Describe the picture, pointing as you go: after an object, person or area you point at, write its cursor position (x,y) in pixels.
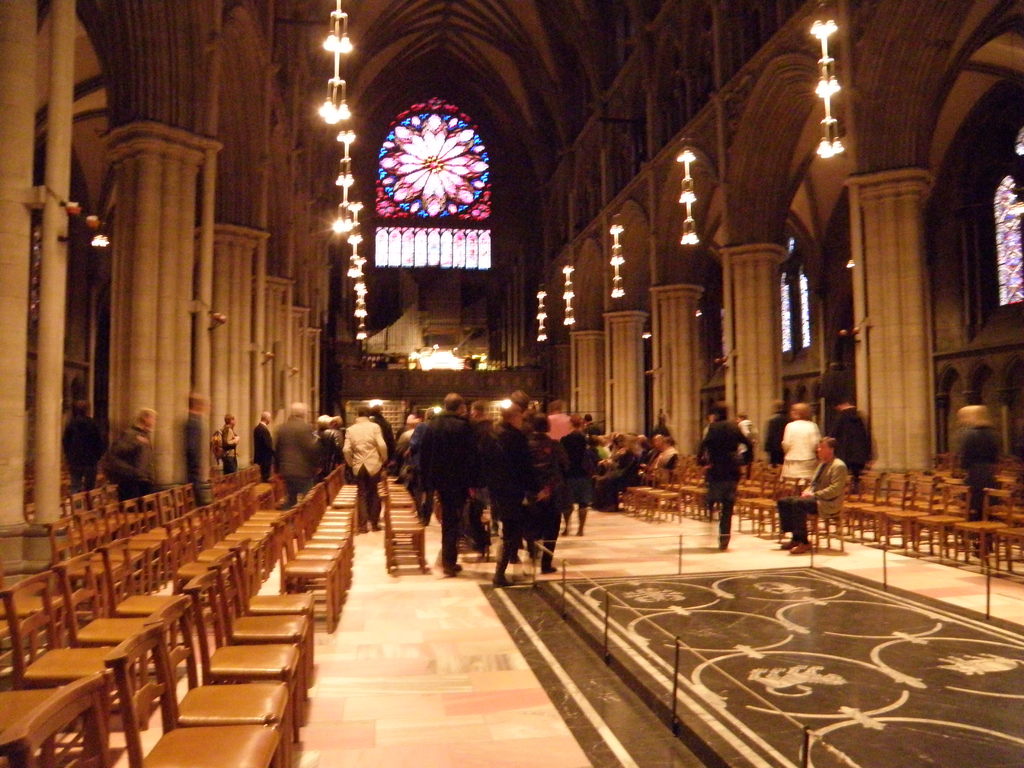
In this picture we can see a group of people (554,445) where some are standing on the floor (581,648) and some are sitting on chairs (750,477), fence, pillars (195,319), windows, lights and this is an inside view of a building (796,73).
